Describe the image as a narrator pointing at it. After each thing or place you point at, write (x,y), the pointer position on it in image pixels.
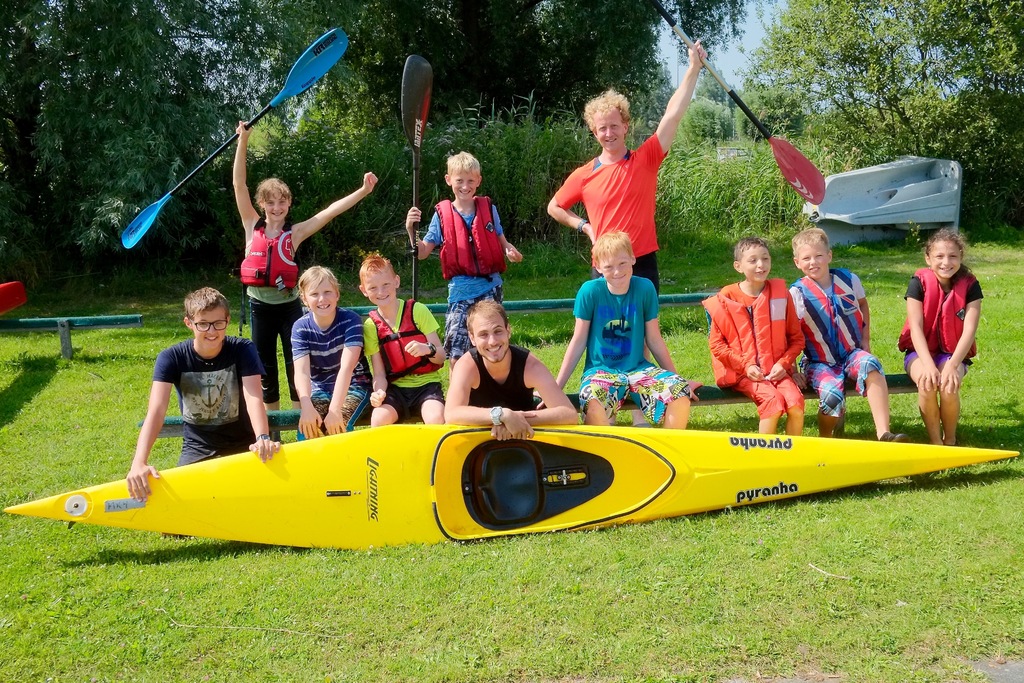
In this image there are a few people (453,346) standing and a few (637,333) sitting on a bench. In front of them there is a kayak (642,485) on the ground (787,594). There is grass (400,607) on the ground (456,595). The people (429,231) who are standing here holding paddles (800,157) in their hands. In the background (754,174) there are plants (694,179) and trees (271,28). At the top (747,27) there is the sky (745,57).
